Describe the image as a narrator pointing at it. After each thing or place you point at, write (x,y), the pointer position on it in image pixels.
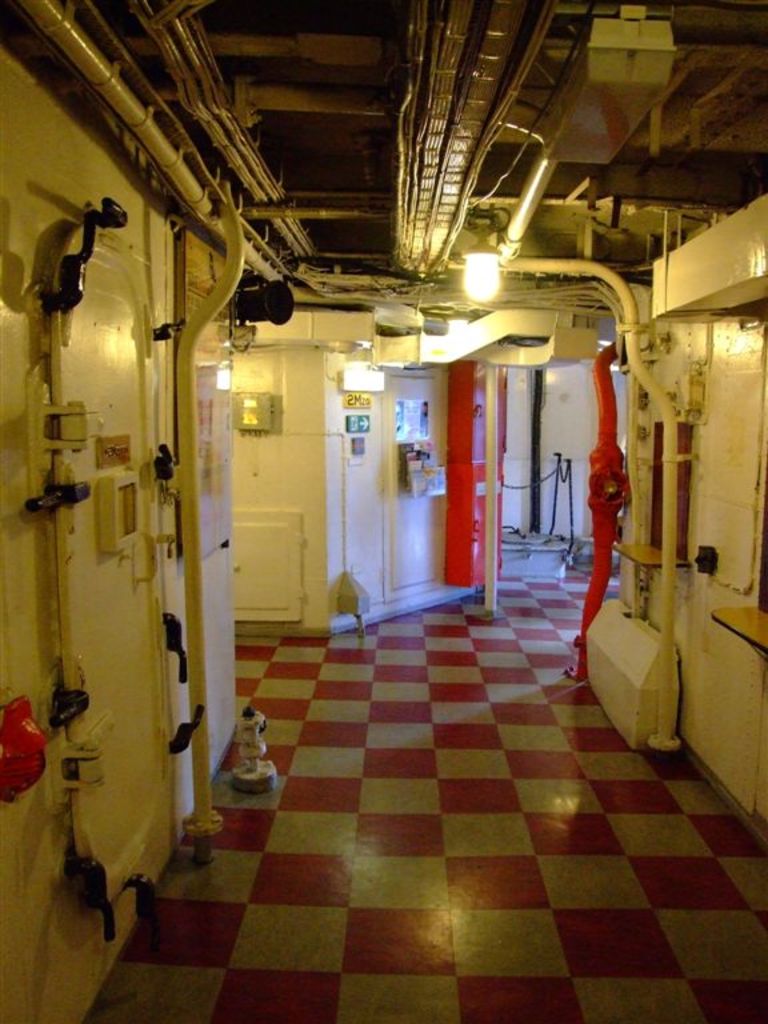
In this image there are pipes (199,646) attached to the wall (391,566). There is a light (479,270) attached to the roof (554,67) having pipes (509,92) connected to it. There is an object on the floor (346,739).
